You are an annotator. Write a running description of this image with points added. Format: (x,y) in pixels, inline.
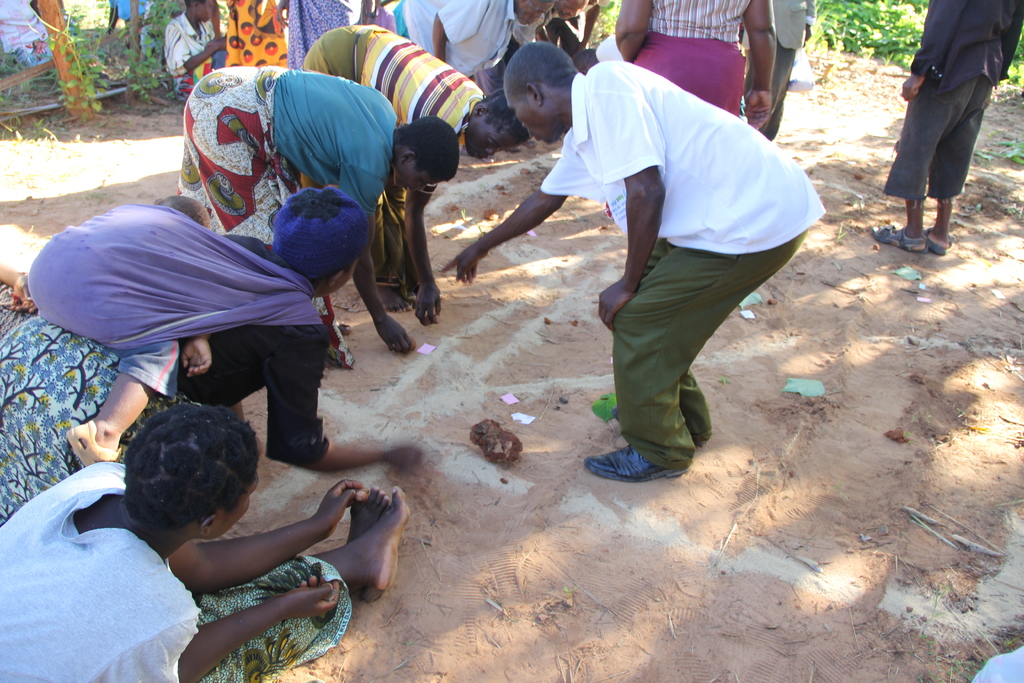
In the middle of the image (645,377) few people (114,340) are sitting and standing. Behind them there is grass (923,10).
